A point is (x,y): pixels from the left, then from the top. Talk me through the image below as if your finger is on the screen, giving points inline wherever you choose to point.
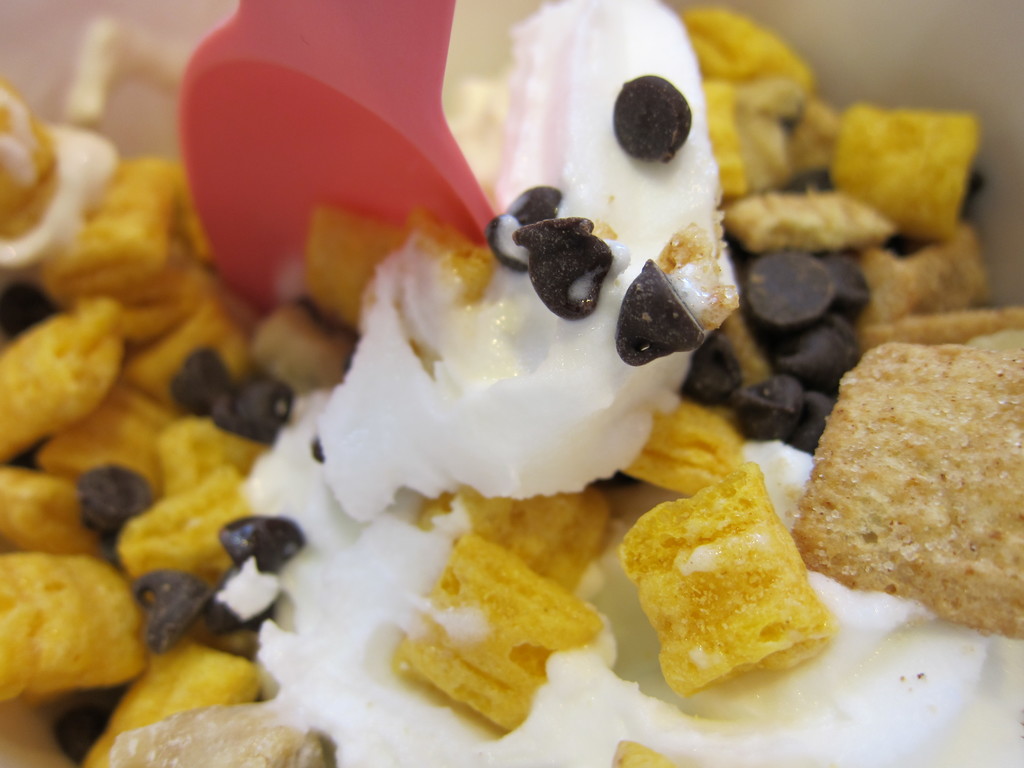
In this image there are chocolate chips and a food item (541,177) with a spoon (208,83).
